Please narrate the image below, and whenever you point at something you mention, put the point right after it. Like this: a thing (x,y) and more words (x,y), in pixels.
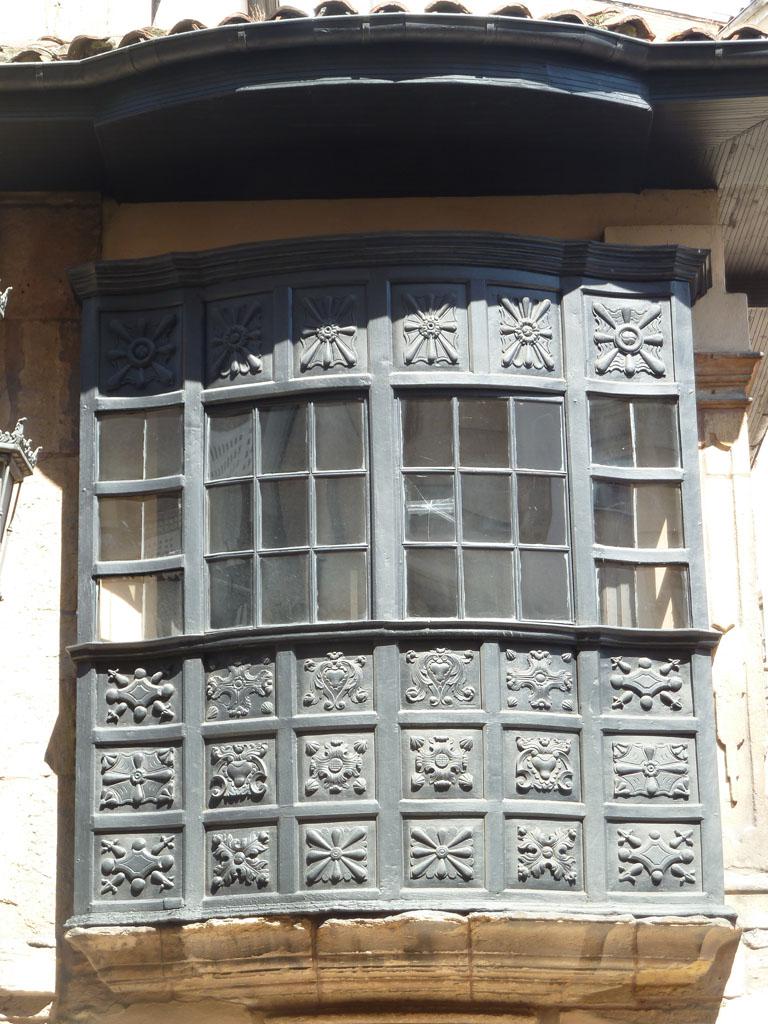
In this picture I can observe a window (148,650) which is in grey color. On the top of the picture (168,47) I can observe roof (455,2) of a building (136,28).
